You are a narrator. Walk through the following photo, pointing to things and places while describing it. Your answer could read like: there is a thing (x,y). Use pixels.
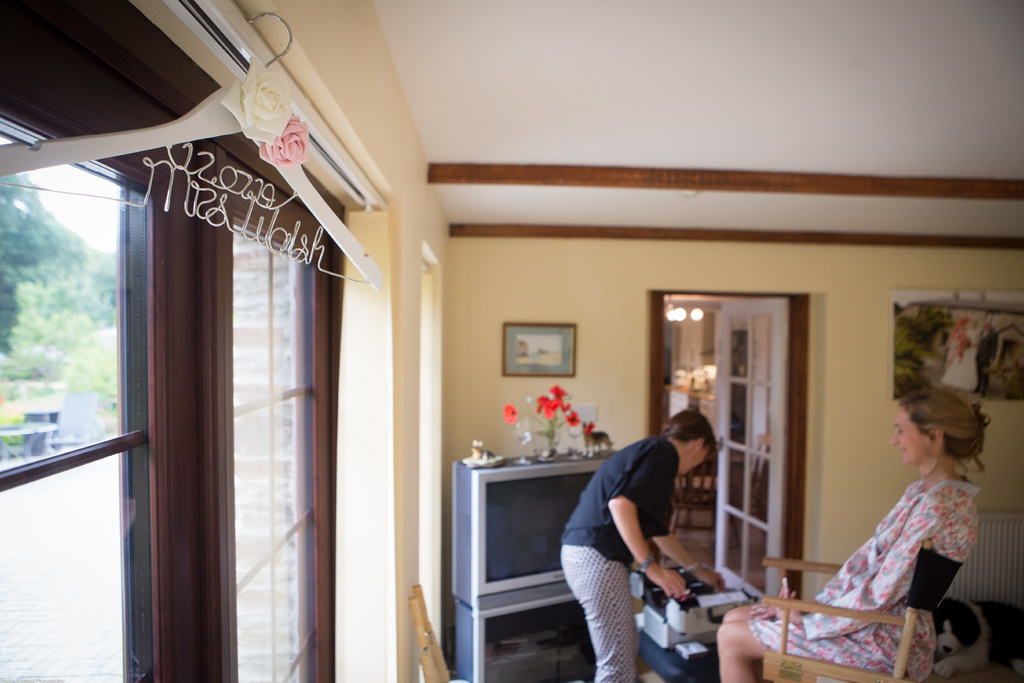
In the right bottom (890,616), a woman (836,623) is sitting on the chair (855,618) and a person (685,437) is standing on the floor (647,668) and holding an object (698,595) in his hand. Behind that a television (502,593) is there on which a flower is kept. A roof top (535,75) is white in color. The background walls (495,272) are light brown in color on which photo frame (560,335) is there. Next to that a door (772,332) is visible. In the left (175,650), windows (175,650) are visible. Through which we can see trees (72,291) and road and sky (92,213) white in color. This image is taken inside the house (616,409) during day time.
